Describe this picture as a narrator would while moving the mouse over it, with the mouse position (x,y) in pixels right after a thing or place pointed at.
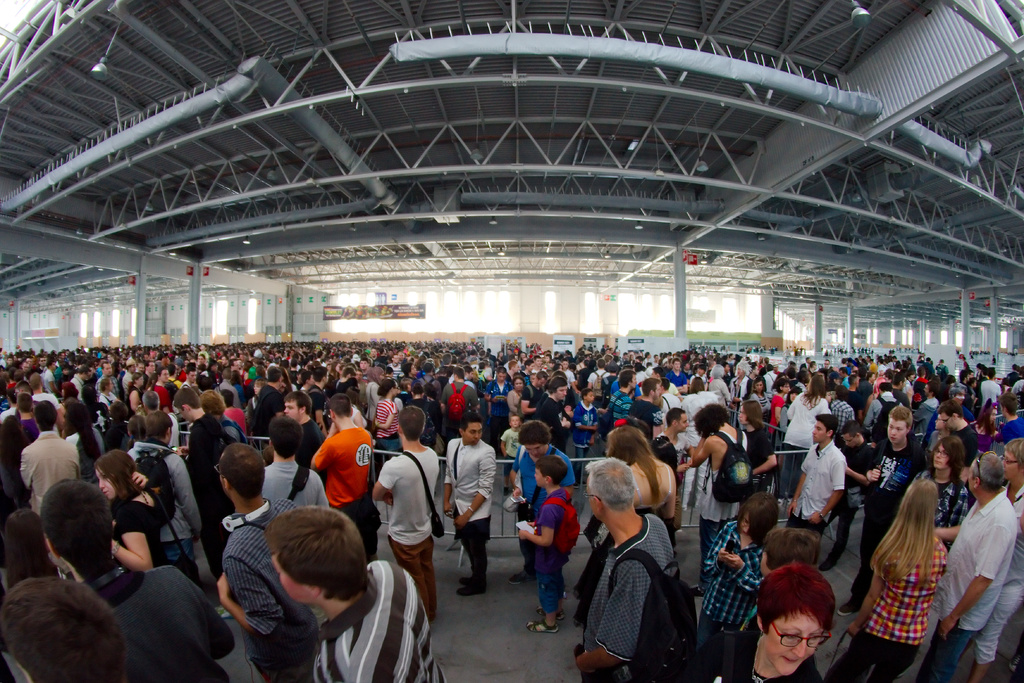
In this picture we can see many people (531,470) are standing on the path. There are few barricades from left to right. We can see a few boards (312,300) and lights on top.
